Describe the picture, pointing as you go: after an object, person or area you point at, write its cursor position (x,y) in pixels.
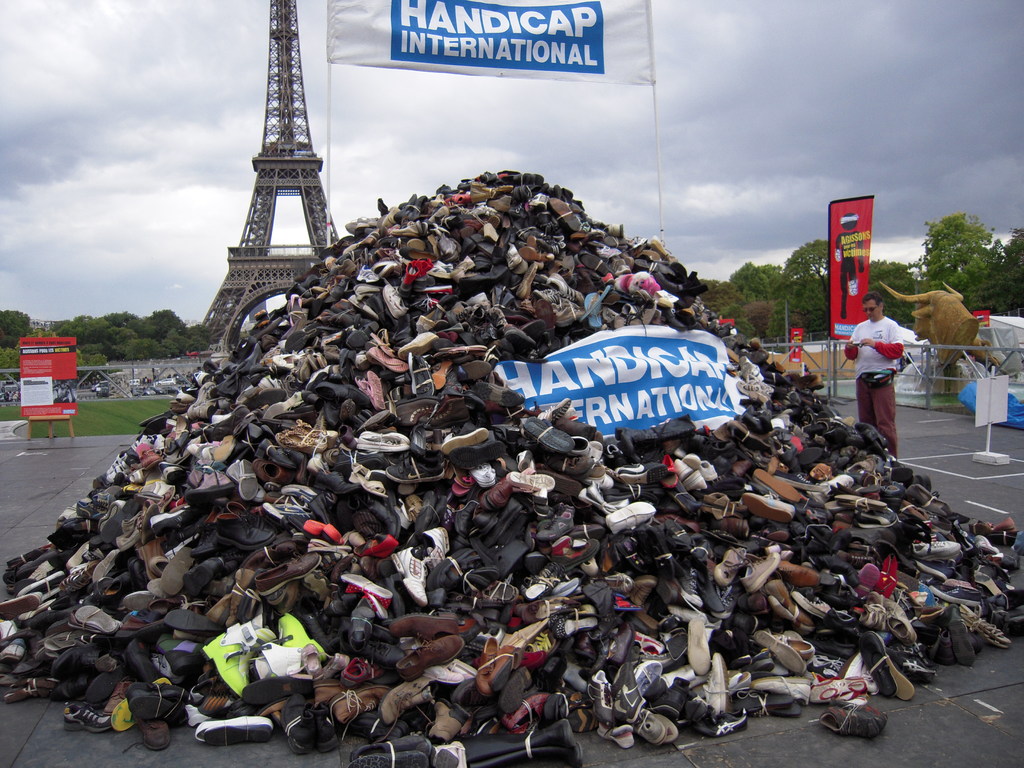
In this image we can see many shoes (774,610) are on the road (69,454). Here we can see banners (375,37), a person (892,377) standing here, boards (999,401), grass (99,429), trees (11,354) and the sky (226,80) with clouds (76,157) in the background (499,87). Also, we can see the Eiffel Tower (296,37) here.
